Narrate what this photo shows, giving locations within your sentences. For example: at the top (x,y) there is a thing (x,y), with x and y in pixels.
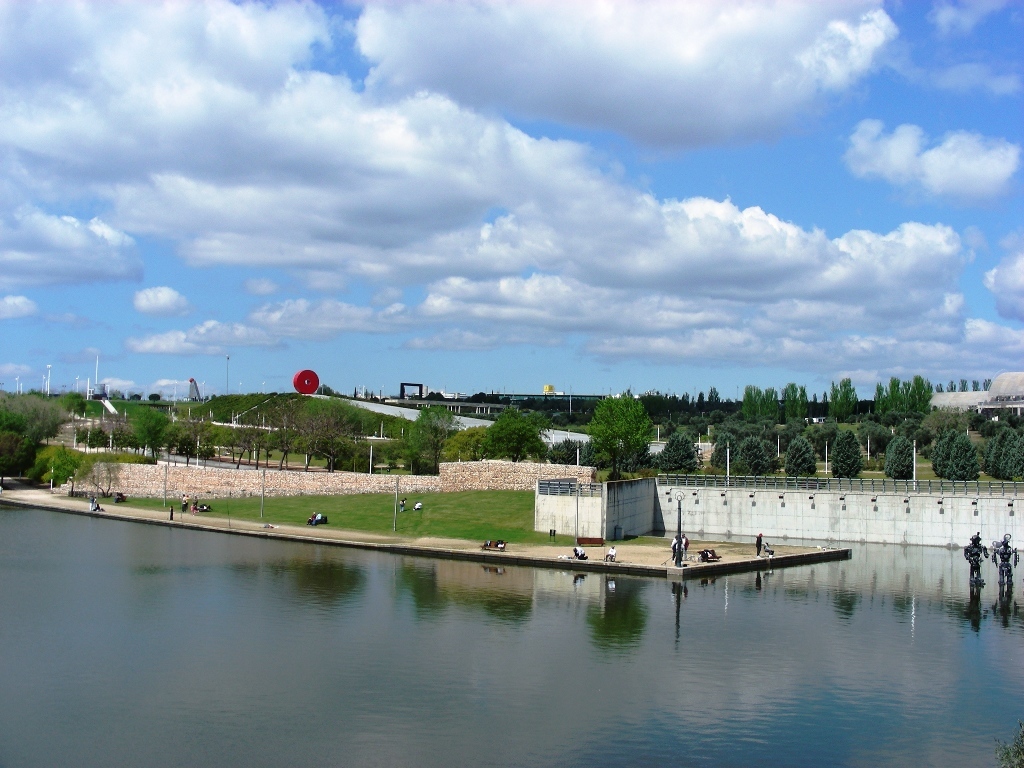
In this image there is the water (345,629). To the right (1005,567) there are sculptures (1017,561) on the water (952,583). Beside the water (480,581) there are poles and grass (253,514) on the ground (387,497). There are people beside the water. In the background (559,405) there are buildings (443,394) and trees (344,431). At the top (402,97) there is the sky (419,127).
